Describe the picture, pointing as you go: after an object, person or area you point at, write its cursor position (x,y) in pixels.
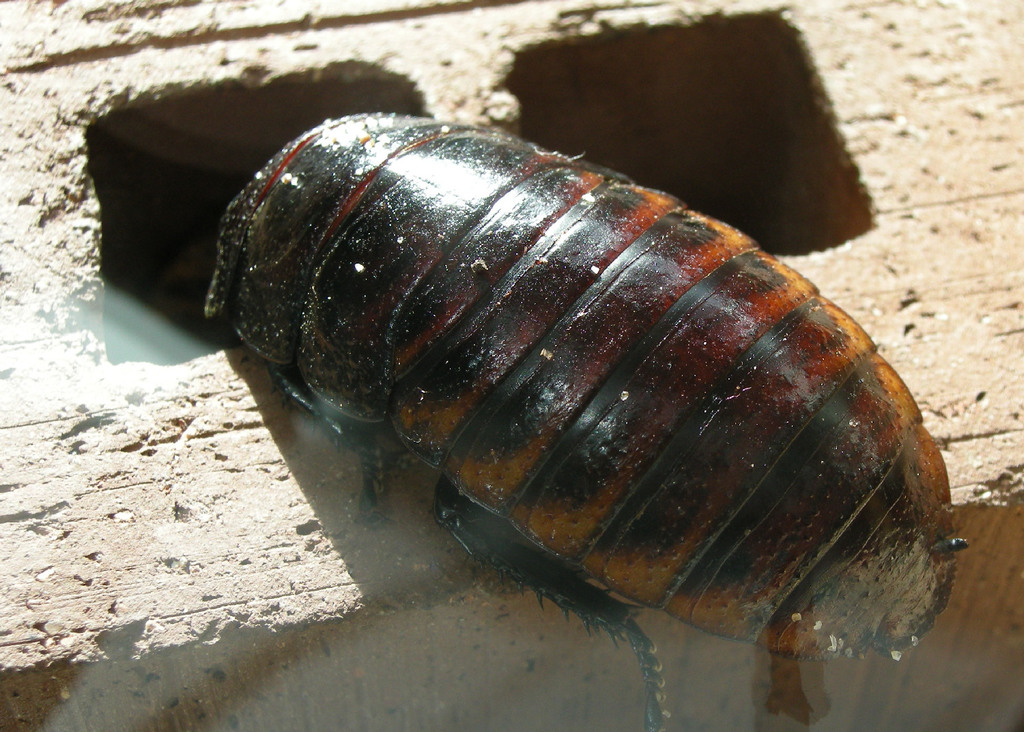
In the picture I can see an insect (394,384) on the stone surface (215,472) and here I can see holes (174,194).
